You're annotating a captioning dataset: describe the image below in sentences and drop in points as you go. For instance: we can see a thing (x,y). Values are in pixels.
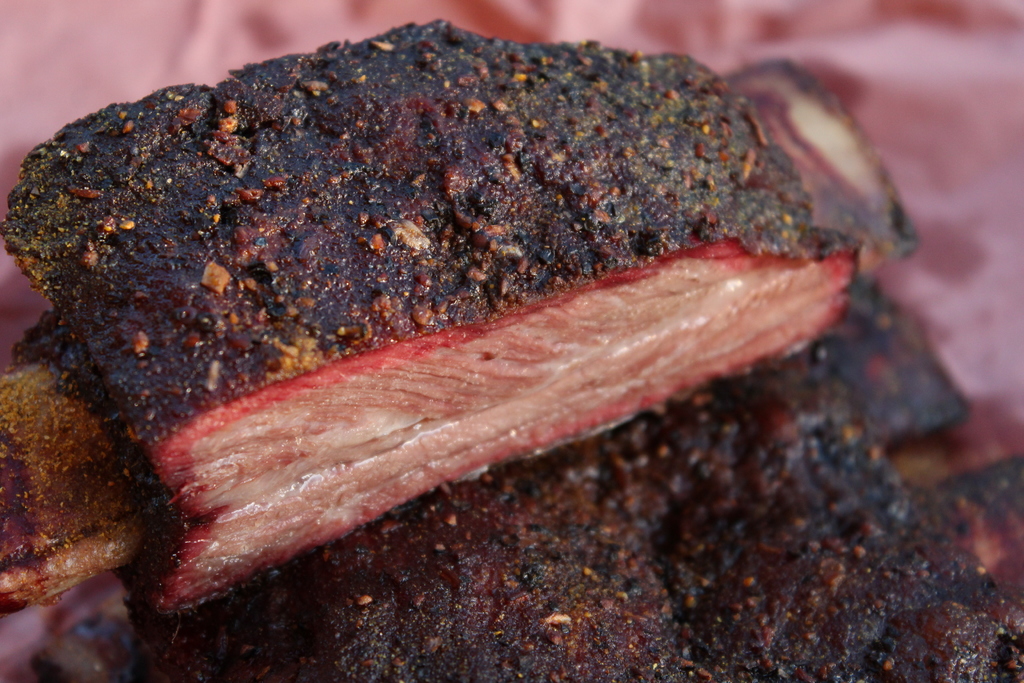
In this image, I can see a piece of meat (490,287), which is cooked. The background (68,35) looks blurry.
